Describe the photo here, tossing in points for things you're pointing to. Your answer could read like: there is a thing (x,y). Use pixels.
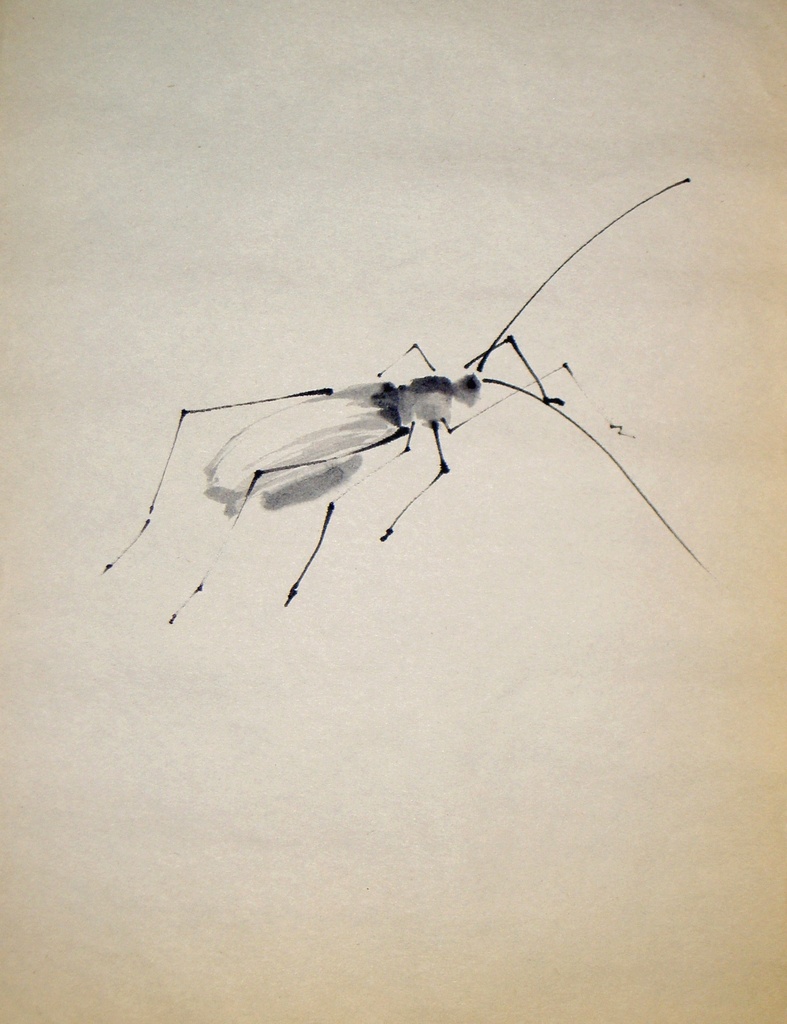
We can see drawing (329,426) of an insect (271,490) on white surface (67,641).
